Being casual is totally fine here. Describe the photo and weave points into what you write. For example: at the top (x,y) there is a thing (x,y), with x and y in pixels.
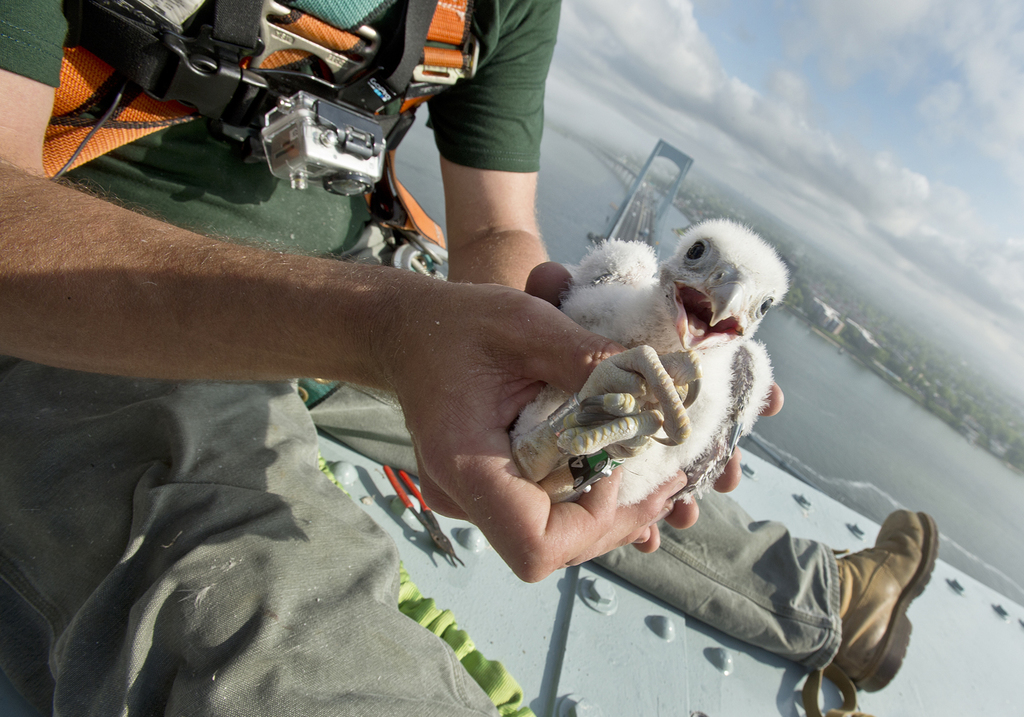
In this picture, we see a man (290,200) in the green T-shirt (244,213) is sitting and he is holding a bird (649,446) in his hands (533,332). He is wearing a black and orange color belt (194,96). In front of him, we see a cutting plier (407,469) and a cloth (481,663) in green color. In the middle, we see a bridge (627,223) and the water (774,343). This water (806,394) might be in the river (607,211). On the right side (877,342), we see the buildings (860,330) and trees (952,360). In the right top (782,76), we see the sky (739,49) and the clouds (739,88).
